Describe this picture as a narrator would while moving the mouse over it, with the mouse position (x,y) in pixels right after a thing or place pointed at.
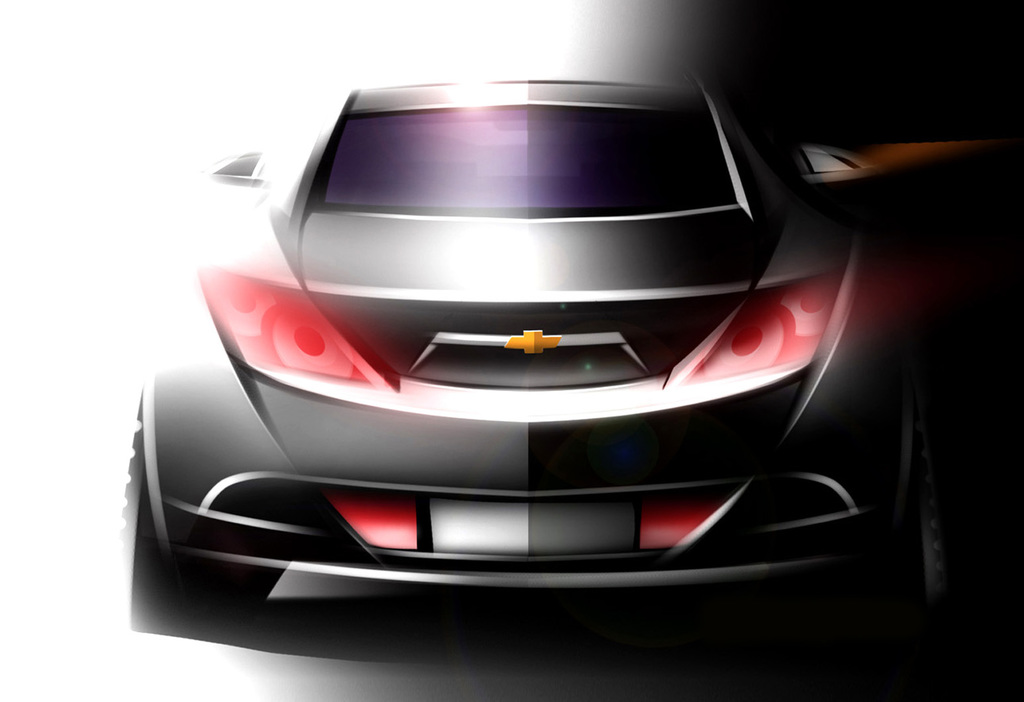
In this image I can see depiction of a car (419,471). On the right side of this image (827,2) I can see black colour and on the left side (29,315) I can see white colour.
